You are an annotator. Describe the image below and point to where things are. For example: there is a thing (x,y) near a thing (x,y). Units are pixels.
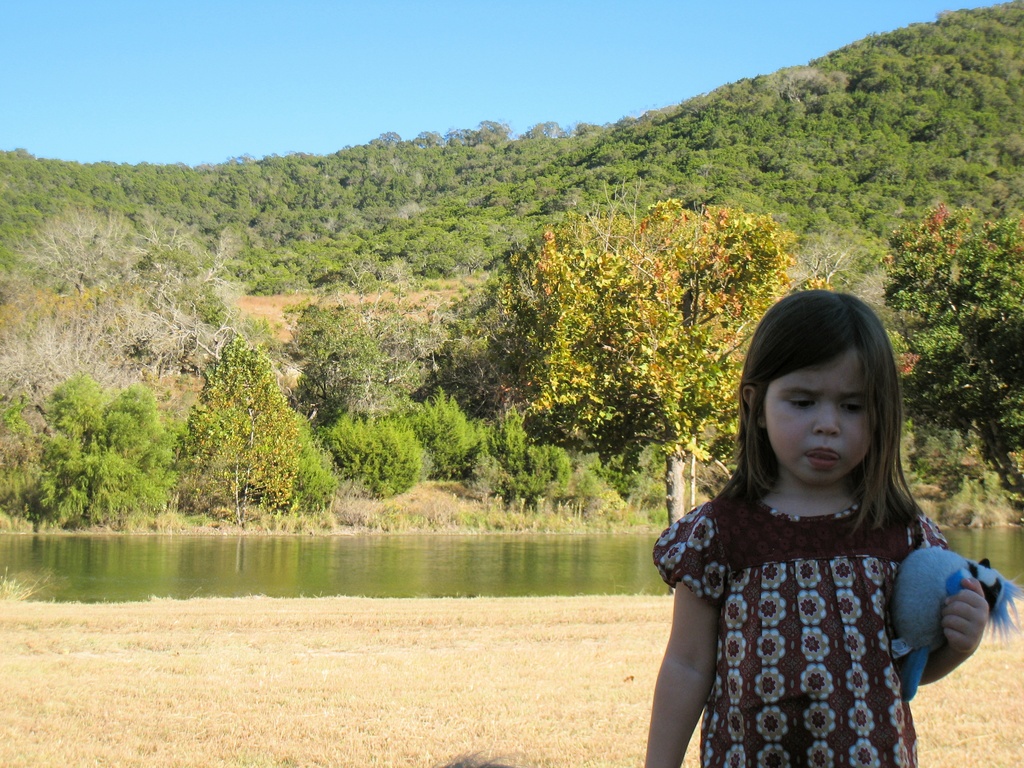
In the picture we can see a girl (764,764) standing on the grass surface (219,764) and she is holding a doll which is blue in color and in the background (172,412), we can see water (207,580), plants (315,455), trees (253,424), hills (217,186) and a sky (309,115).
